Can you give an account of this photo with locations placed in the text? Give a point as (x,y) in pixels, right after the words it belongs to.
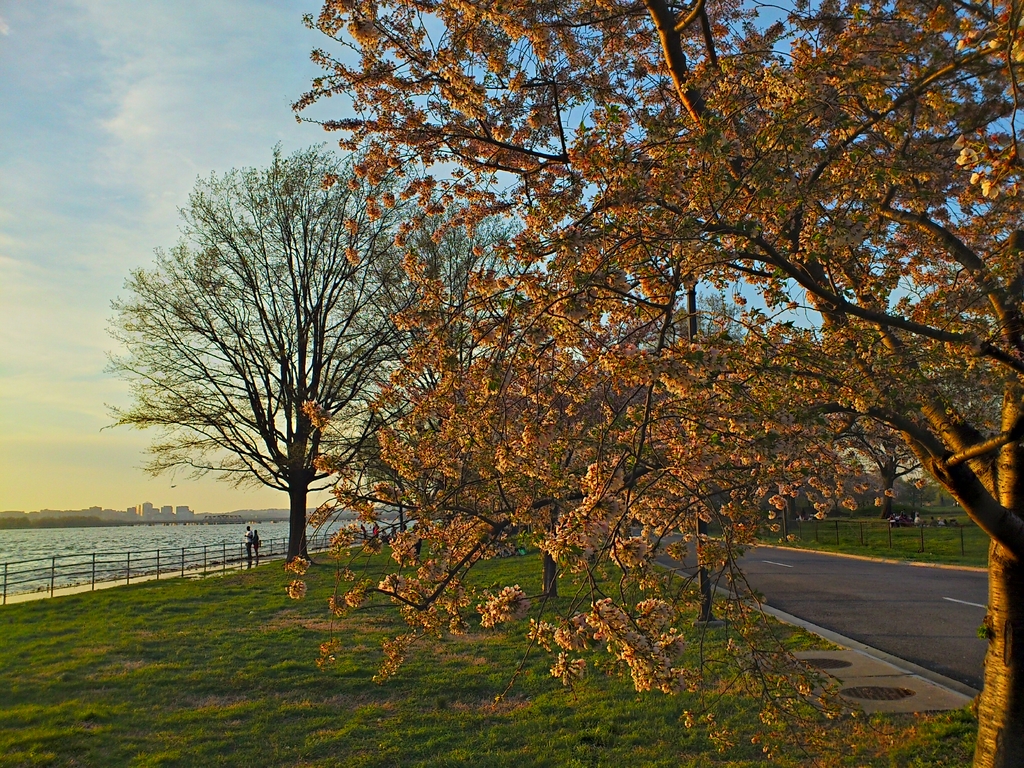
In this image I can see few trees (808,371), water (261,531), fencing (226,545), few buildings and the sky (31,499). I can see few people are standing.
